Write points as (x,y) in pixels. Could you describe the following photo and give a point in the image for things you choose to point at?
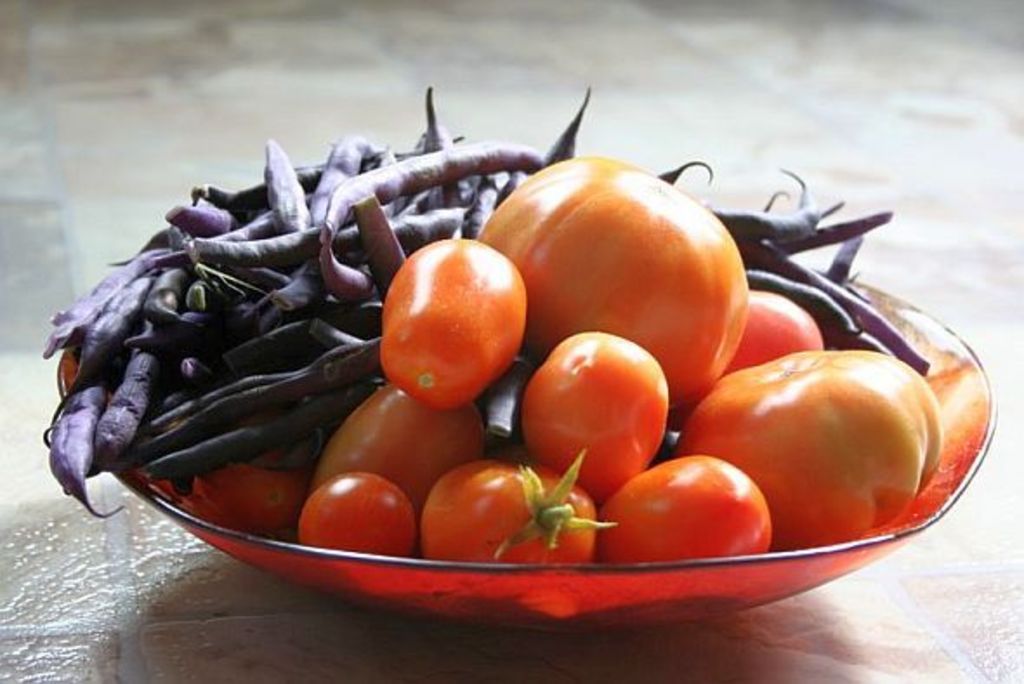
In this picture we can see a bowl (914,343) with tomatoes (450,541) and beans (339,416) in it and this bowl (570,608) is placed on a platform (52,165).
